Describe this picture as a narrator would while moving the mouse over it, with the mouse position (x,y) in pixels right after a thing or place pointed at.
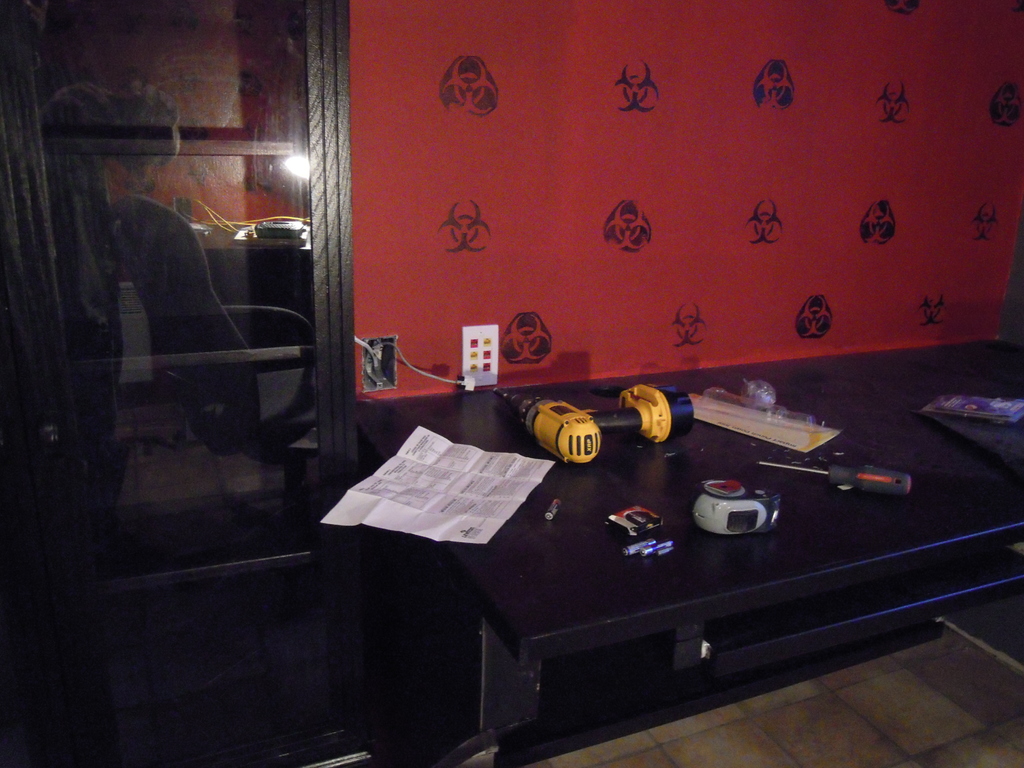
There are tools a paper (490,488) and other items (720,408) on a desk (584,391) in the foreground area of the image (708,515), it seems like a rack (226,383) on the left side (248,344), it seems like a wall (656,297) in the background (737,293).
